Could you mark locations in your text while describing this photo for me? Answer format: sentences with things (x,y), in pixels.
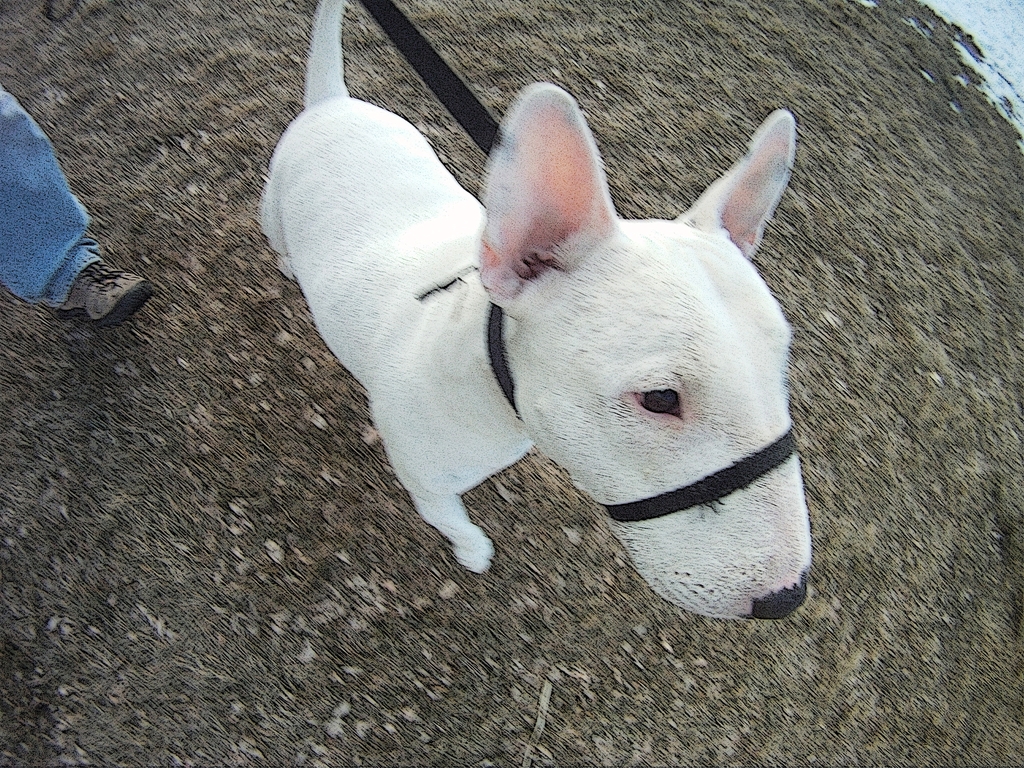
In the picture I can see a dog (600,336) which is in white color is standing and there is a black color belt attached to it and there is a leg (43,197) of a person (48,226) in the left top corner (51,247).
